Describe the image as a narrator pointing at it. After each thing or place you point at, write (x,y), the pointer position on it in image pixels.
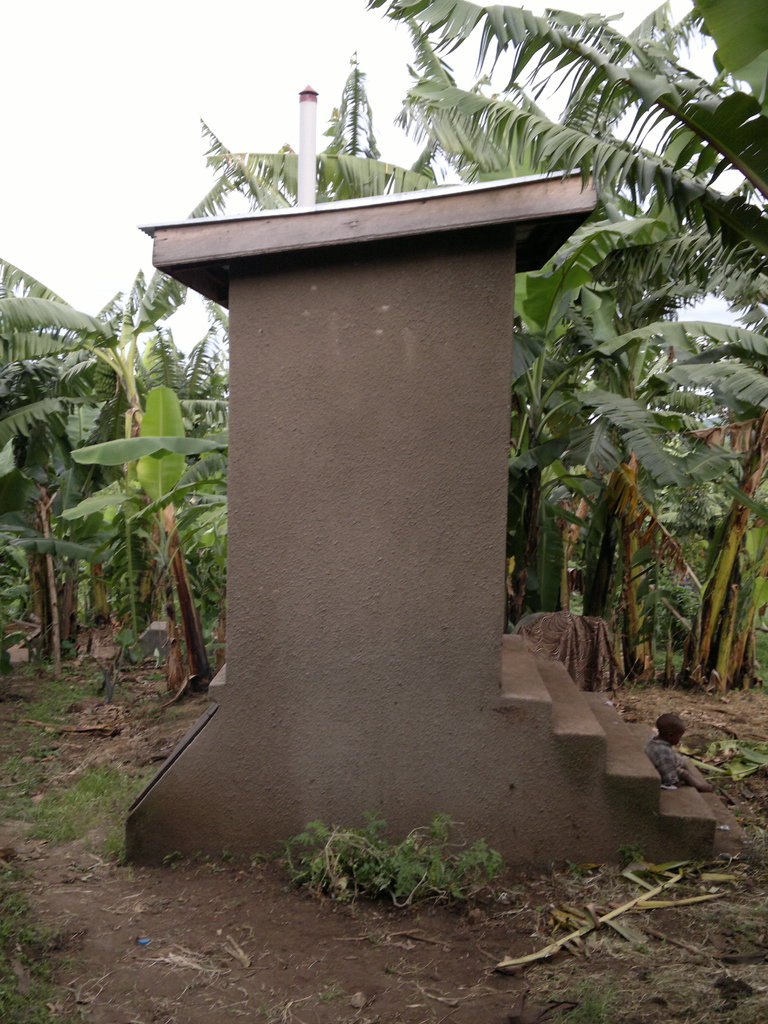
There is a construction (251,466) in front of a banana field (97,522) and around the construction (477,632) there is plain mud land (17,691).
